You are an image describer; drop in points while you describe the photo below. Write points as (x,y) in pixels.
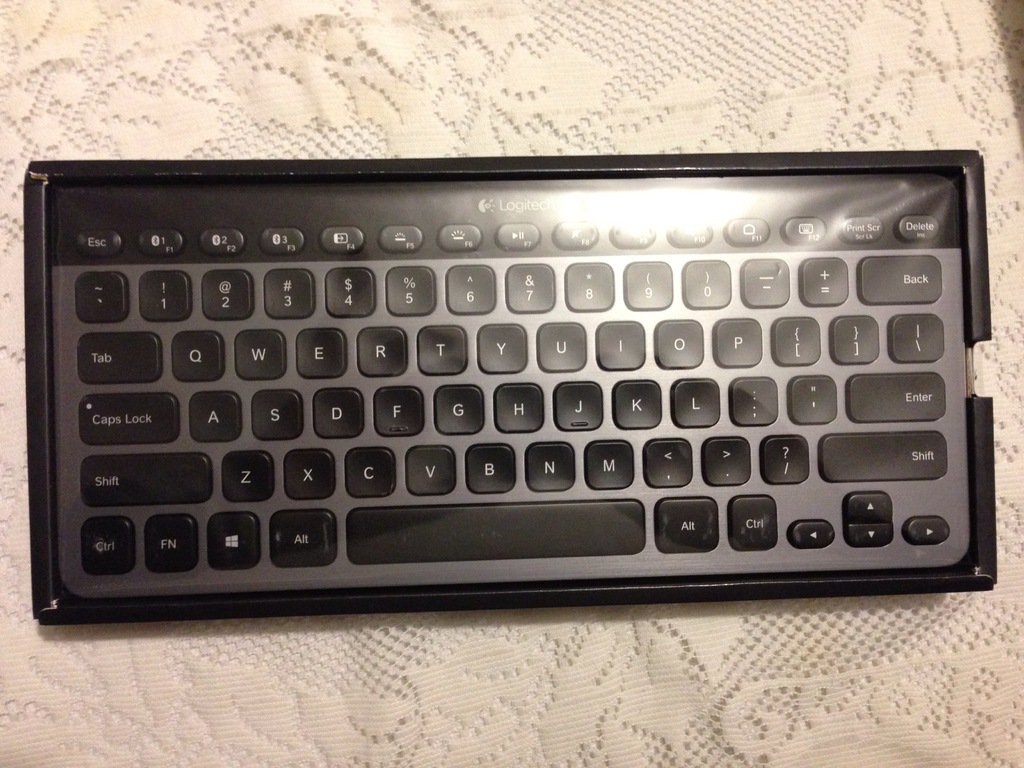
In this image I see a keyboard (651,319) on which there are alphabets (319,344) and numbers (357,271) and other signs (406,284) and it is on the cream color surface (524,99).
